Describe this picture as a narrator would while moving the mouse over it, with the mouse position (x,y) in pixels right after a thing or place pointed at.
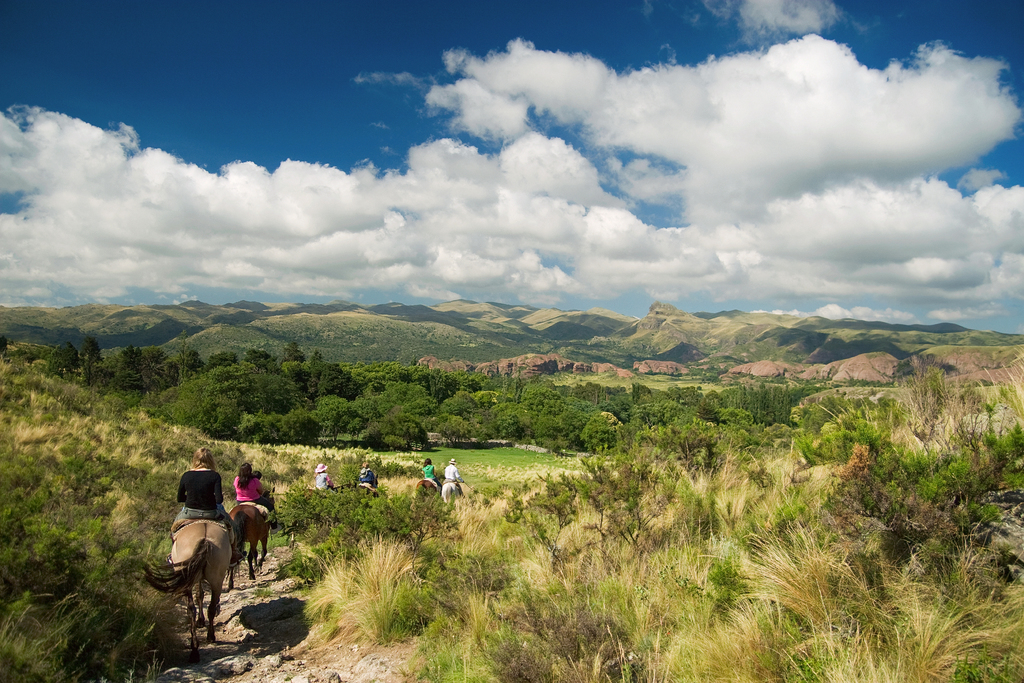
At the bottom of the picture (207,532), we see six people (271,521) riding six horses (248,536). We even see grass (653,559). There are many trees (572,426) and hills (731,337) in the background (545,340). At the top of the picture (359,112), we see the sky (373,128), which is blue in color and we even see clouds (421,255).
